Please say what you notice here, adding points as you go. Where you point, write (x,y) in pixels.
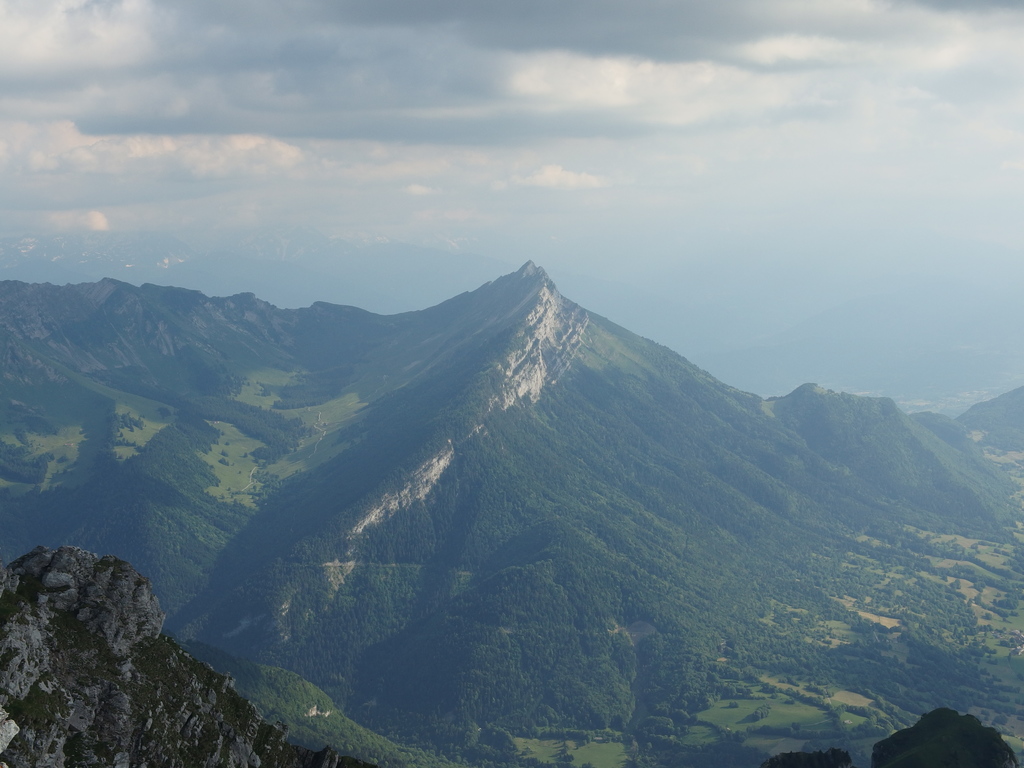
In the center of the image (454,323) there are mountains (400,386). At the top of the image (458,132) there is sky (580,134) and clouds (436,104).
